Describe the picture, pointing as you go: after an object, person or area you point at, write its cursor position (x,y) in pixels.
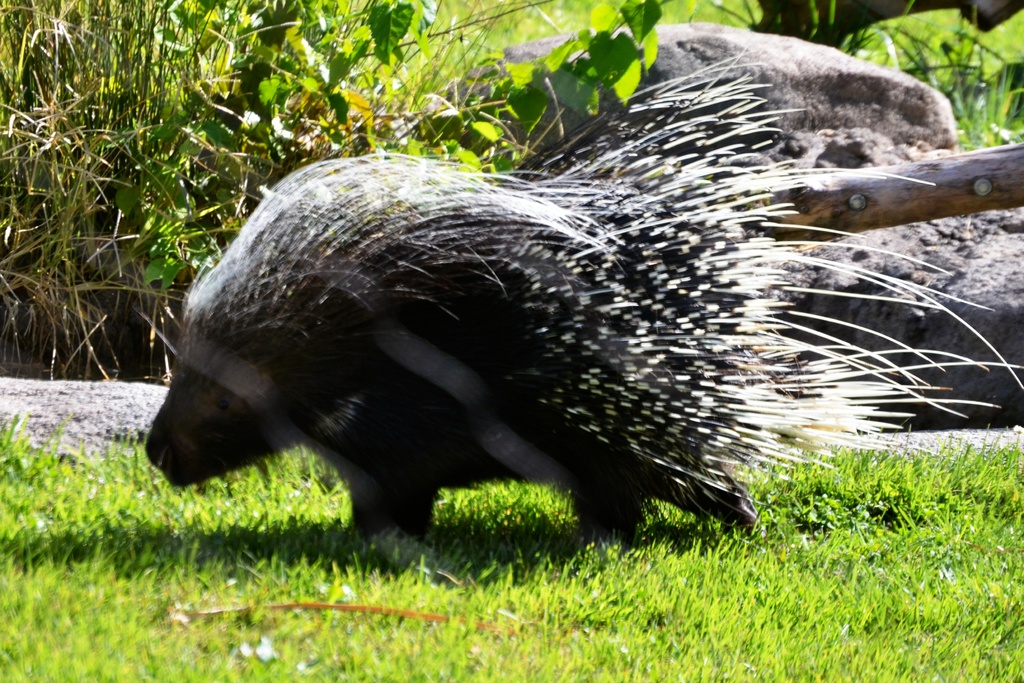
In this picture I can see a porcupine (394,424) and grass (281,481) on the ground (677,585). I can see plants (519,86) and a rock (820,128) in the background (691,24).
